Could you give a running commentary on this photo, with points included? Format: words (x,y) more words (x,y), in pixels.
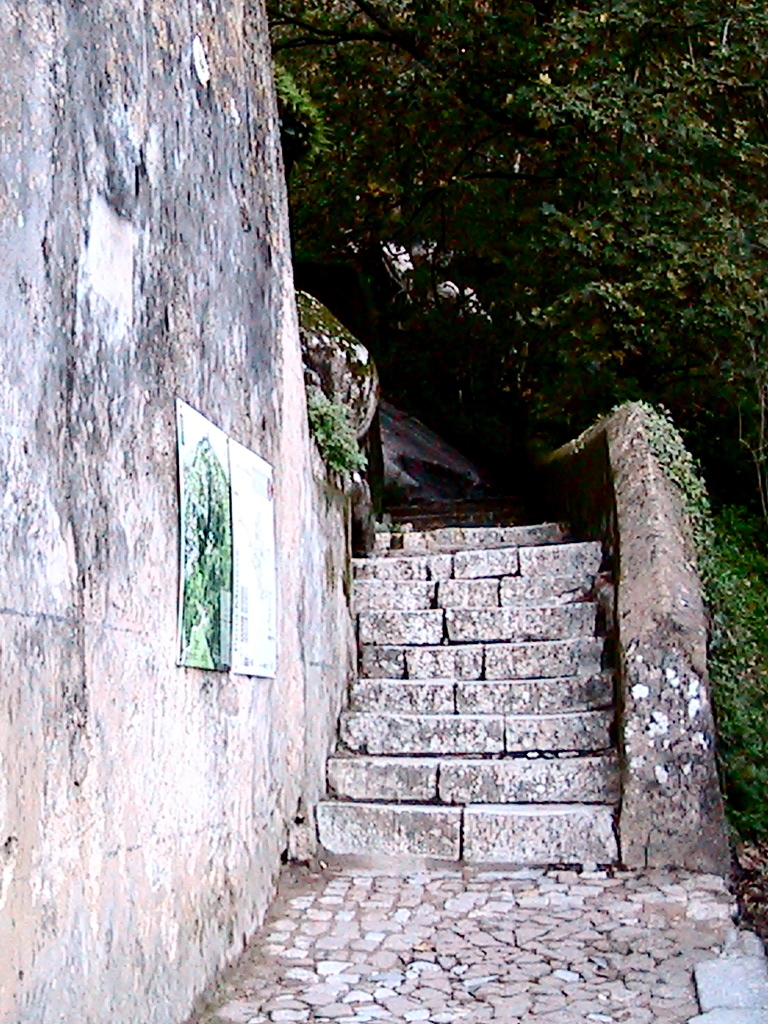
In this image we can see objects (193,596) on the wall (103,518), steps (446,537), plants (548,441) and trees (350,114).
